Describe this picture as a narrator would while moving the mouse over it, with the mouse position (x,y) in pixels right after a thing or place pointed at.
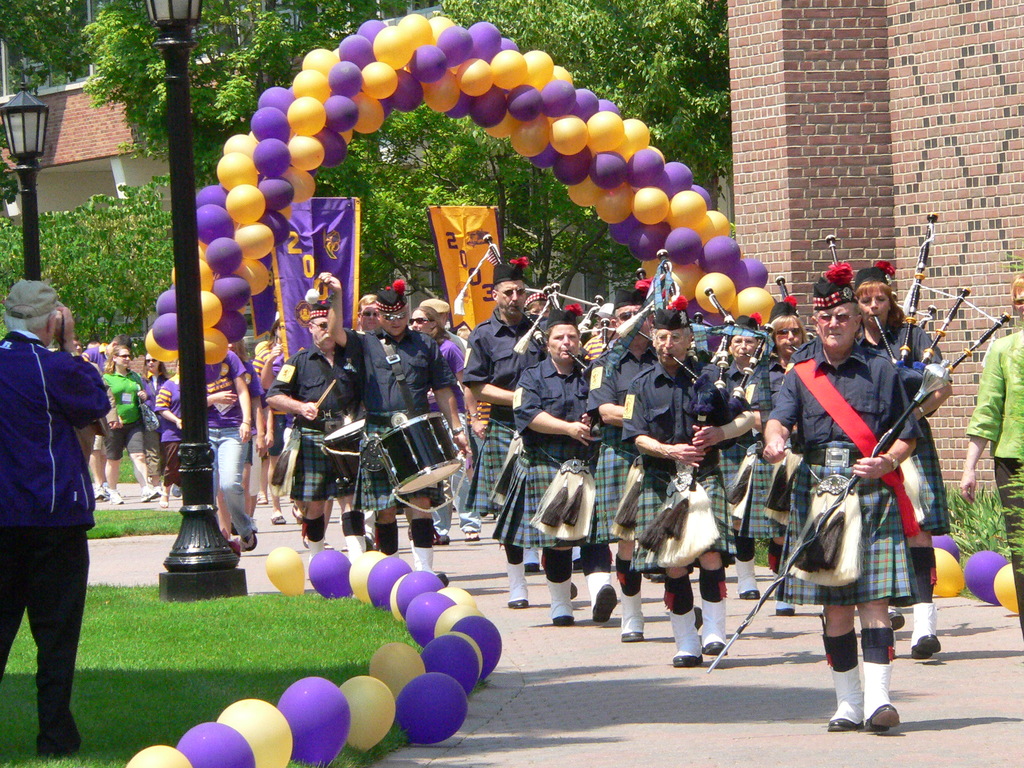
This picture describes about group of people (410,348), few people (392,381) are playing musical instruments (392,448) and they are walking, and we can see few balloons (209,200), poles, lights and trees (587,216).
